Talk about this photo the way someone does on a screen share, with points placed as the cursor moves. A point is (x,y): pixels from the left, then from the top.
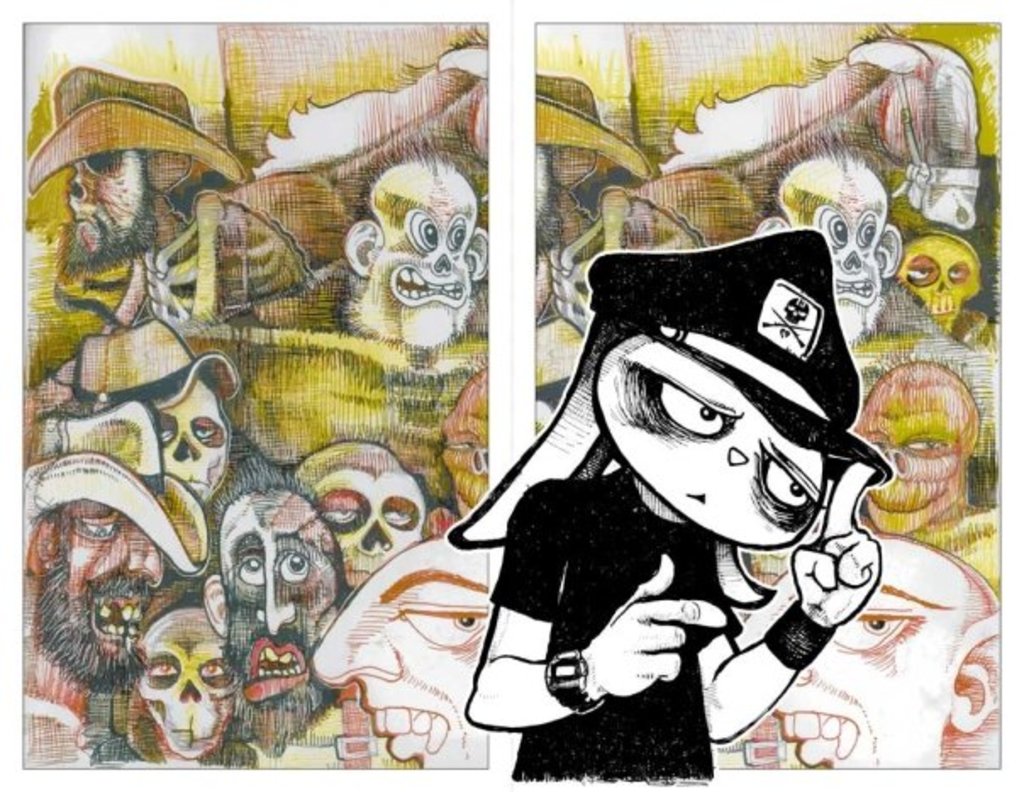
In this image we can see a drawing (543,234) of the different characters (991,644).
